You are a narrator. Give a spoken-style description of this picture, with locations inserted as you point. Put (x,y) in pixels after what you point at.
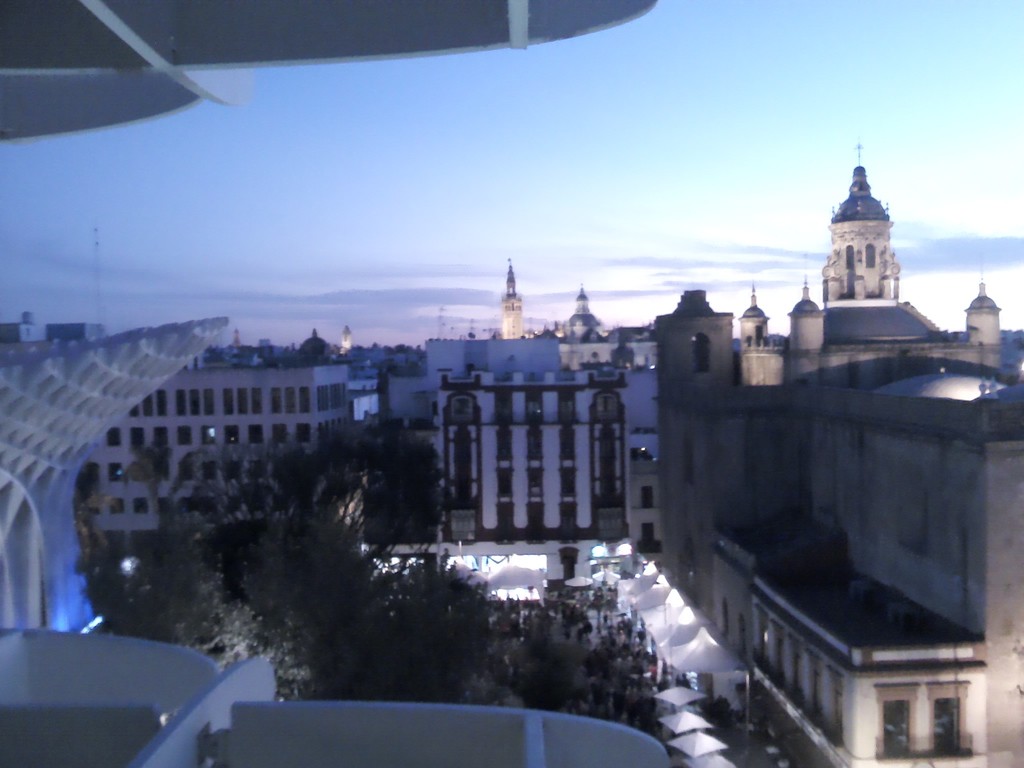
In this image I can see in the middle (506,491) there are trees (344,576) and there are buildings (633,454) and at the top (690,166) it is the cloudy sky (653,184).
